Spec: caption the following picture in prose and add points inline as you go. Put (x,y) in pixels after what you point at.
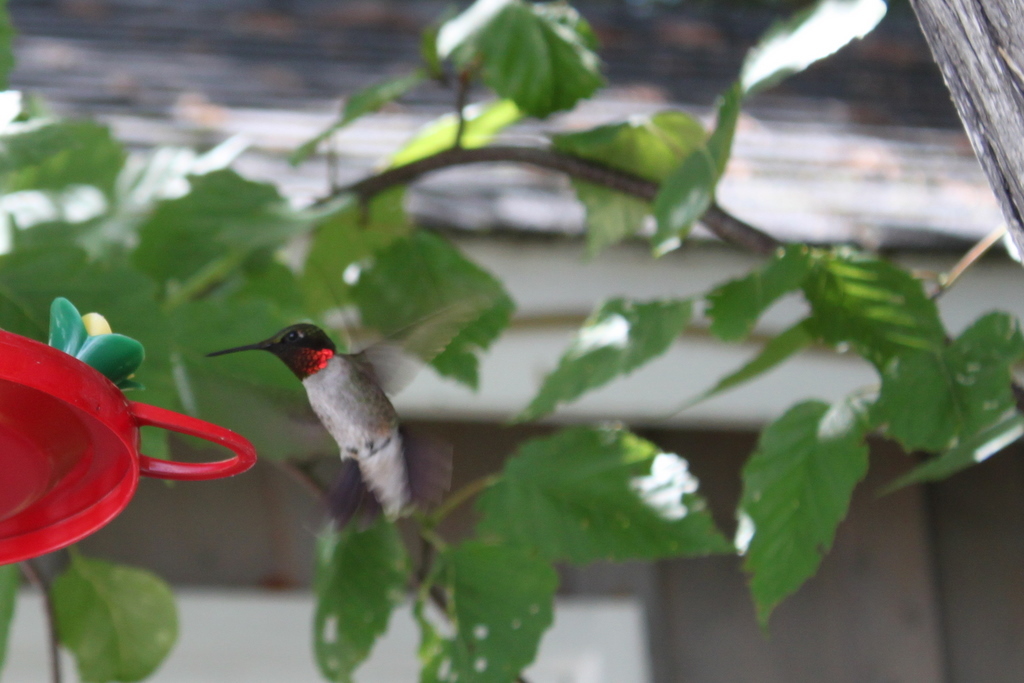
In this image there is a small bird (365,416) in the air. In the background (739,238) there is a tree stem (565,166) to which there are green leaves (596,329). On the left side (93,416) there is red colour plate (95,462) on which there is a small plastic flower (107,341).
